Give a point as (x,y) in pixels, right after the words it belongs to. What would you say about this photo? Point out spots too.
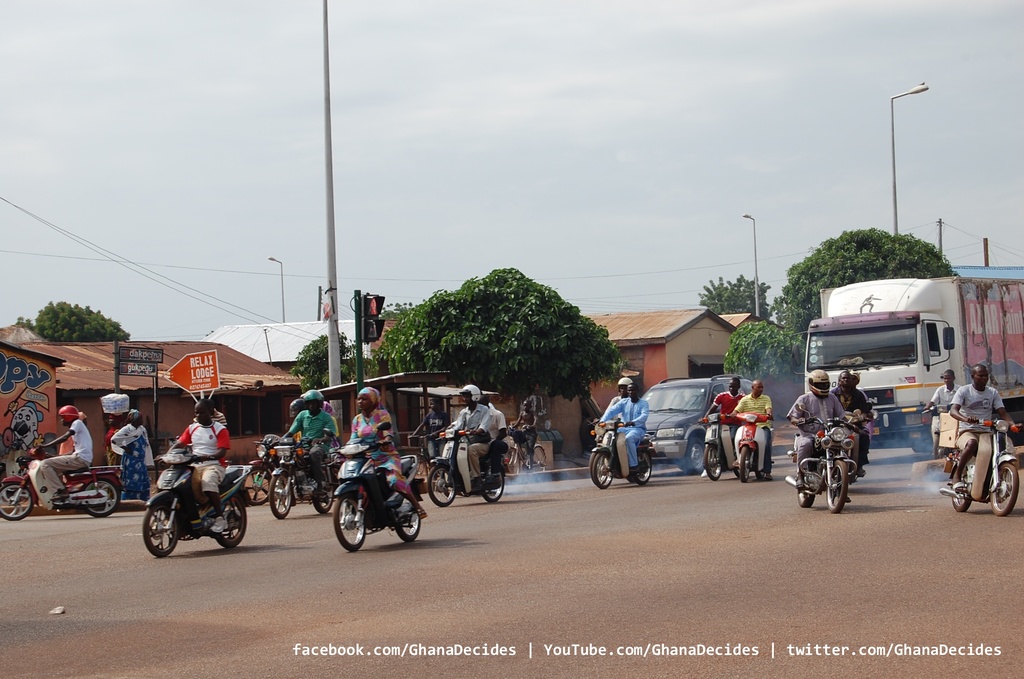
In this picture I can see group of people (208,418) riding the motor bikes (829,491), there are vehicles (1014,301) on the road (827,523), there are houses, trees (816,273), boards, poles (326,30), lights (755,220), and in the background (688,173) there is sky (588,229) and there is a watermark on the image.
